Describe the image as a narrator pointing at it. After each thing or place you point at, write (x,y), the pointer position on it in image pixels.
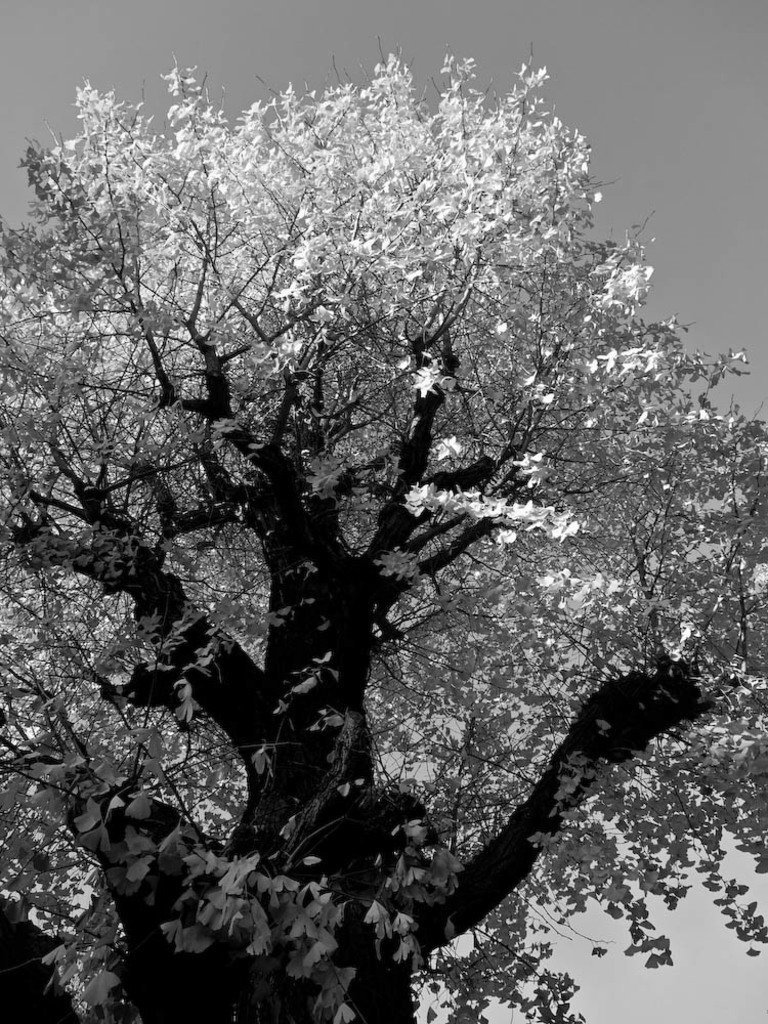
In this image we can see a tree (428,589), also we can see the sky (701,937), and the picture is taken in black and white mode.
